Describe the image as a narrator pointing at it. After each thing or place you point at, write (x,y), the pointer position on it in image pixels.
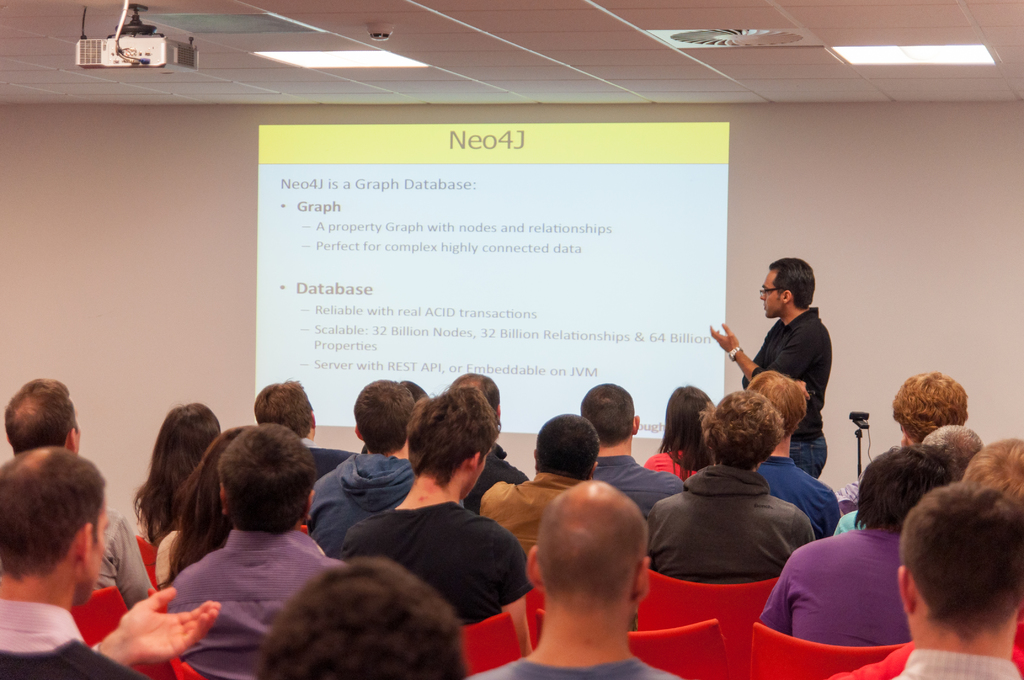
In this image there are some persons (487,554) sitting on the chairs (506,644) in the bottom of this image (556,507). There is one person (773,313) standing on the right side of this image (784,345). There is a wall (79,302) in the background (66,298). There is a projector (121,66) on the top of this image (167,51), and there are some lights (343,56) on the right side of this image (874,57). There is a projector screen (450,224) in the middle of this image (416,285).
